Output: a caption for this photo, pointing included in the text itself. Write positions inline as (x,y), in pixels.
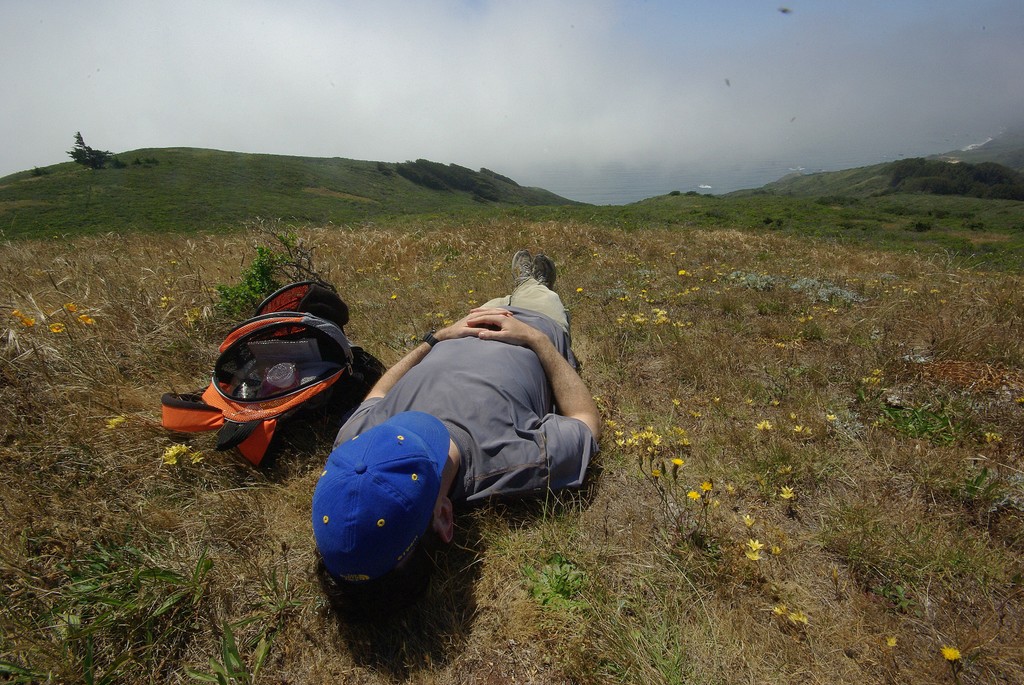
In this image we can see a person (413,406) lying on the ground (629,434). There is a bag (342,385) beside him. In the background (368,207) we can see mountains (229,157) and sky (536,141).
